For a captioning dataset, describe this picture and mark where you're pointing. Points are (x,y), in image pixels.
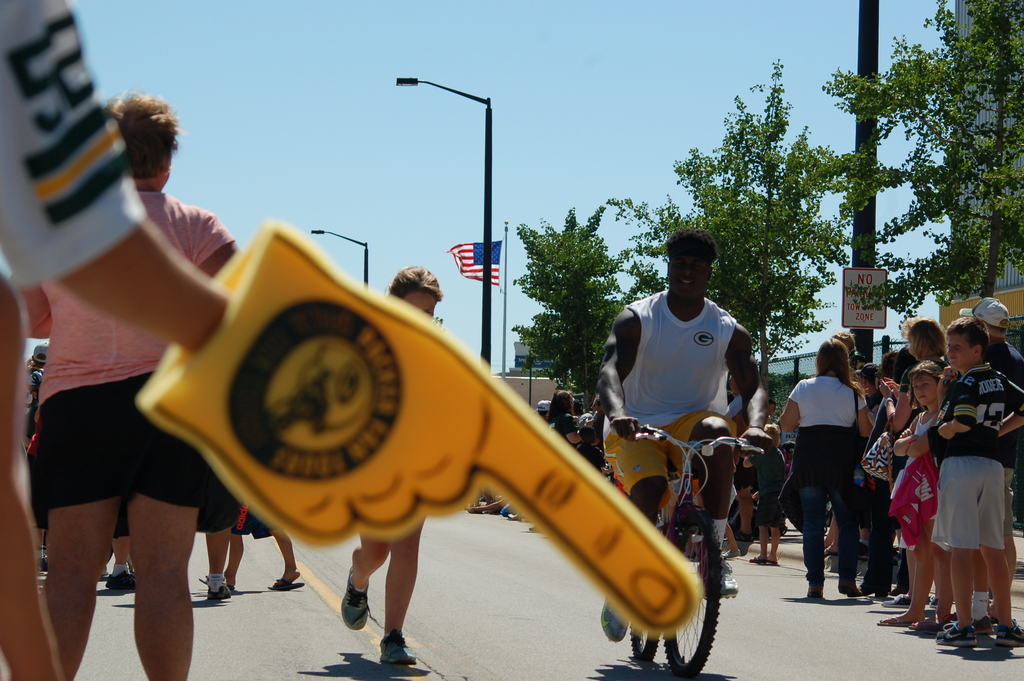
On the left side (28,79), there is a person (27,31) wearing a yellow color glove (517,457). On the right side (942,381), there is a person (960,445) standing on the road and there is a person (705,324) in white color T-shirt (697,392), cycling on the road (370,632). In the background (985,285), there are persons (570,397) on the road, there are trees (1019,202), poles (505,233), a flag (495,244) attached to the pole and there is blue sky (450,34).
